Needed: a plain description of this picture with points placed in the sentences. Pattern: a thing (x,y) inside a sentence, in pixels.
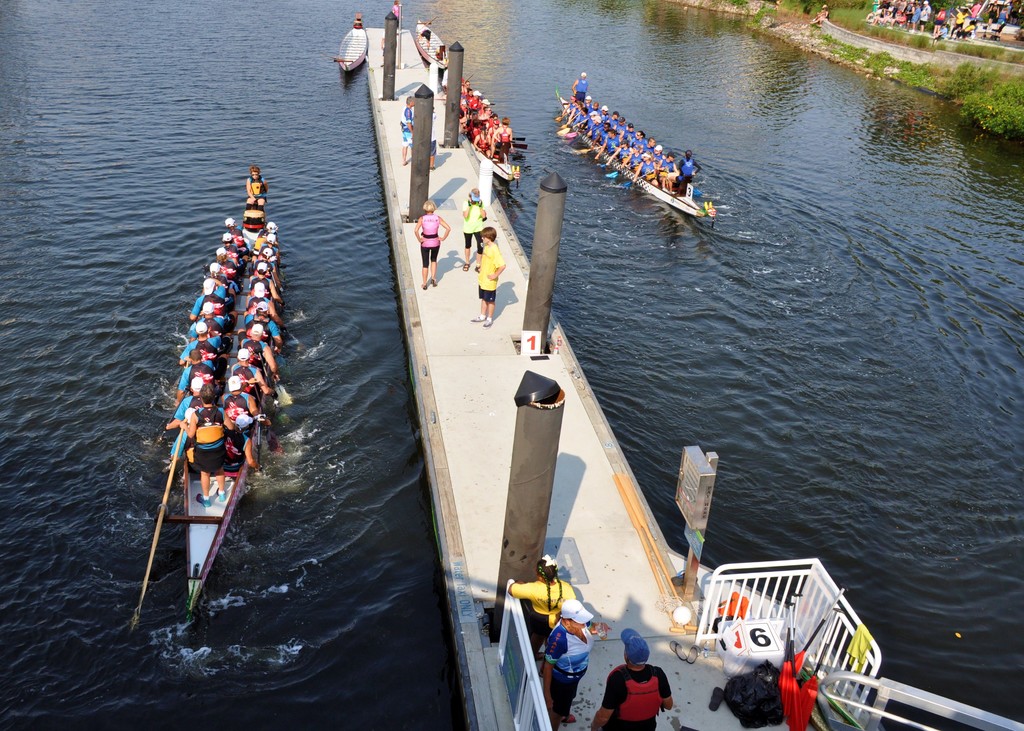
In this image we can see a group of people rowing boats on the water (602,172). In the middle of the image (394,255) we can see a bridge (403,247) and on the bridge (402,267) we can see few pillars (529,459) and persons (628,690). In the top right (922,10), we can see few plants (970,77) and persons (1005,18). At the top (445,51) we can see two empty boats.
